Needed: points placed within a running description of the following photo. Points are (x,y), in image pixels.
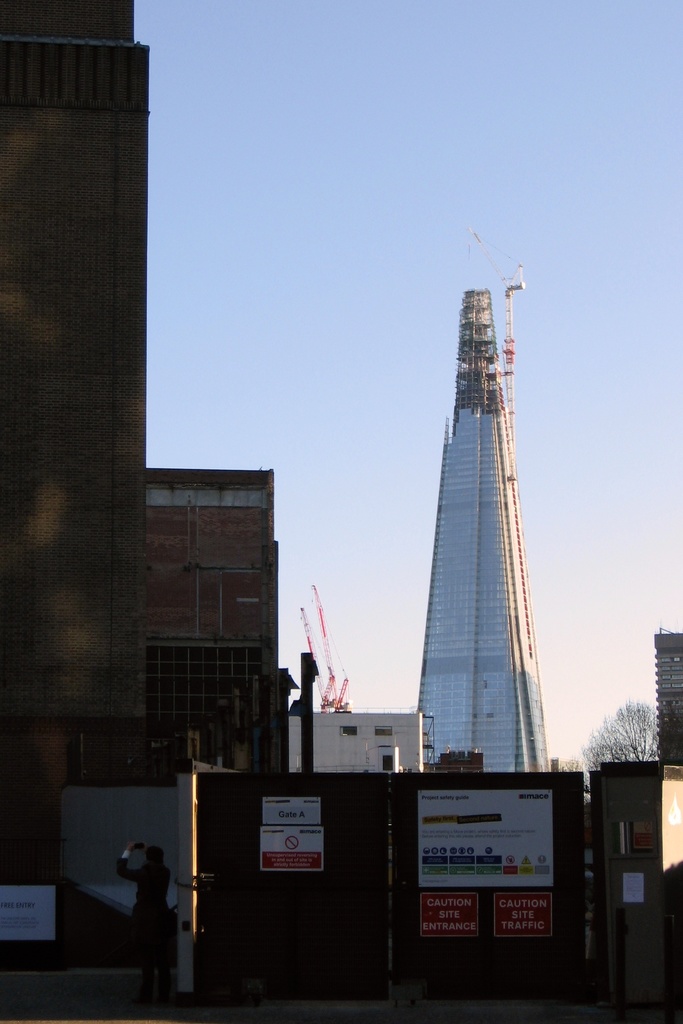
As we can see in the image there are buildings (342,752), tree (646,718), a person (157,905) standing over here and there is sky (426,192).
